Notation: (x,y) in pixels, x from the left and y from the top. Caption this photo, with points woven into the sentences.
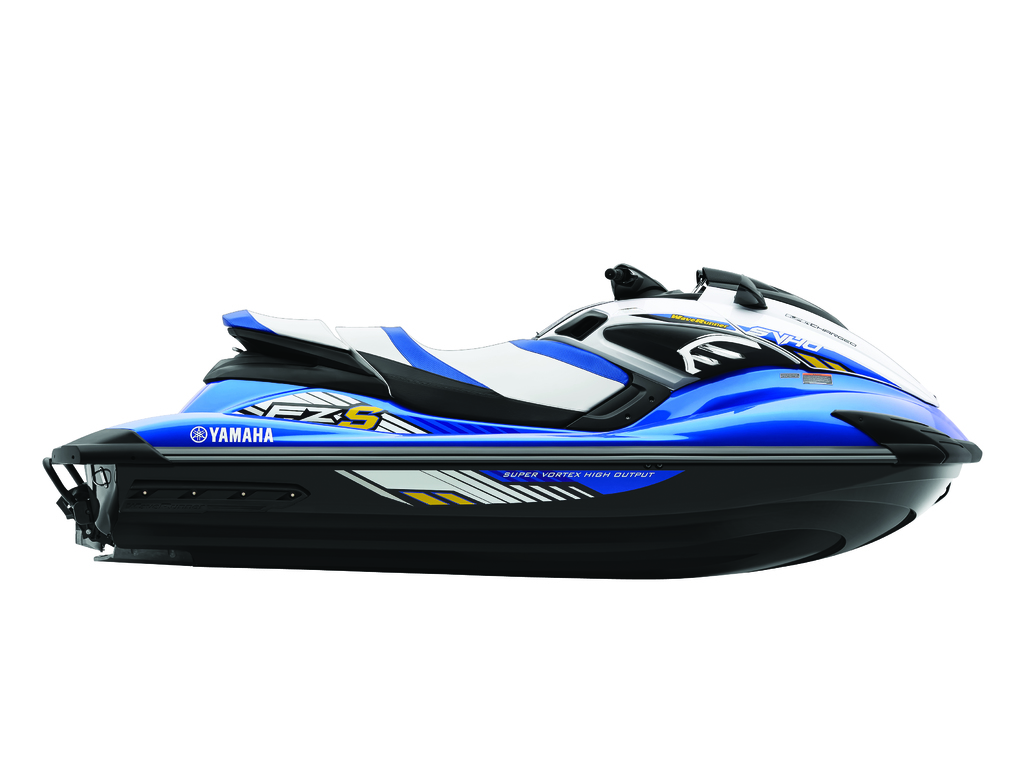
In this image, we can see a water boat (320,552). We can also see white background (448,671).
